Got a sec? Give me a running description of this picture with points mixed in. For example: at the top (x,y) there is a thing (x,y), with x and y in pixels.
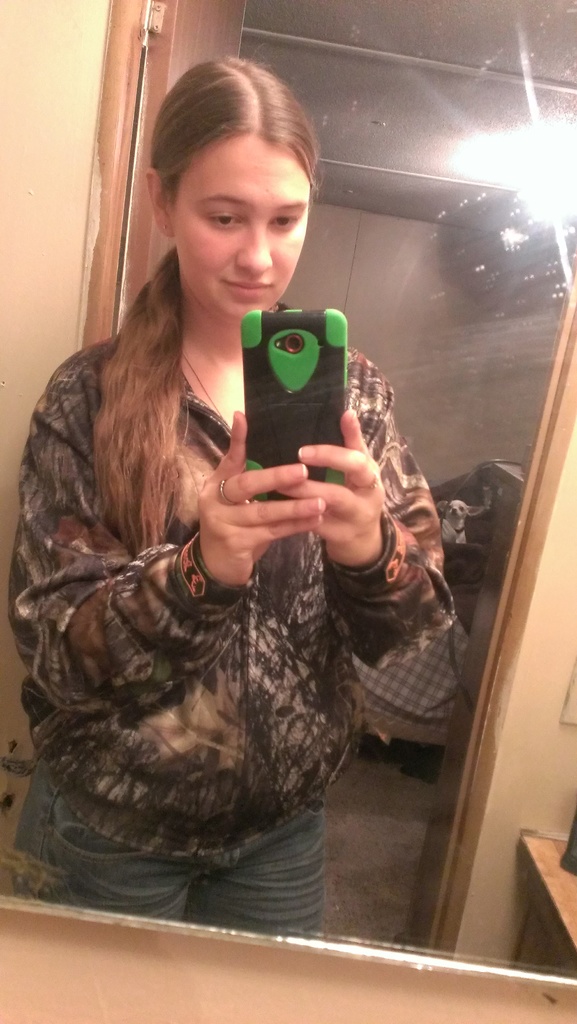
In the center of the image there is a wall (185,986). On the wall (99,1013), we can see one mirror (374,230). On the mirror (418,402), we can see one person (189,583) standing and holding a smartphone (287,422) and she is wearing a jacket (38,563). In the background (14,529), there is a wall (537,288), door (182,38), tables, lights (550,194) and a few other objects (477,524).
